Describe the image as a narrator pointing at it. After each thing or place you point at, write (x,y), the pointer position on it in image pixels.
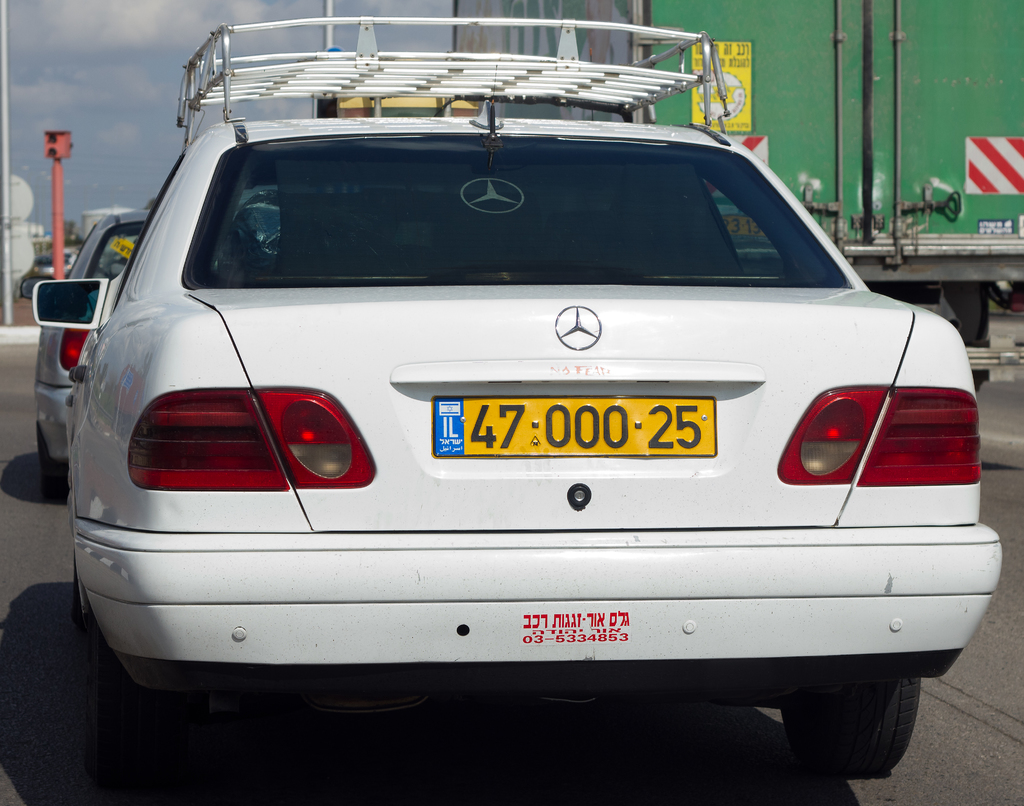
In the background (31,3) we can see the sky (106,14). In this picture we can see the vehicles (884,131) and poles (58,270). At the bottom portion of the picture (504,744) we can see the road (304,755).
